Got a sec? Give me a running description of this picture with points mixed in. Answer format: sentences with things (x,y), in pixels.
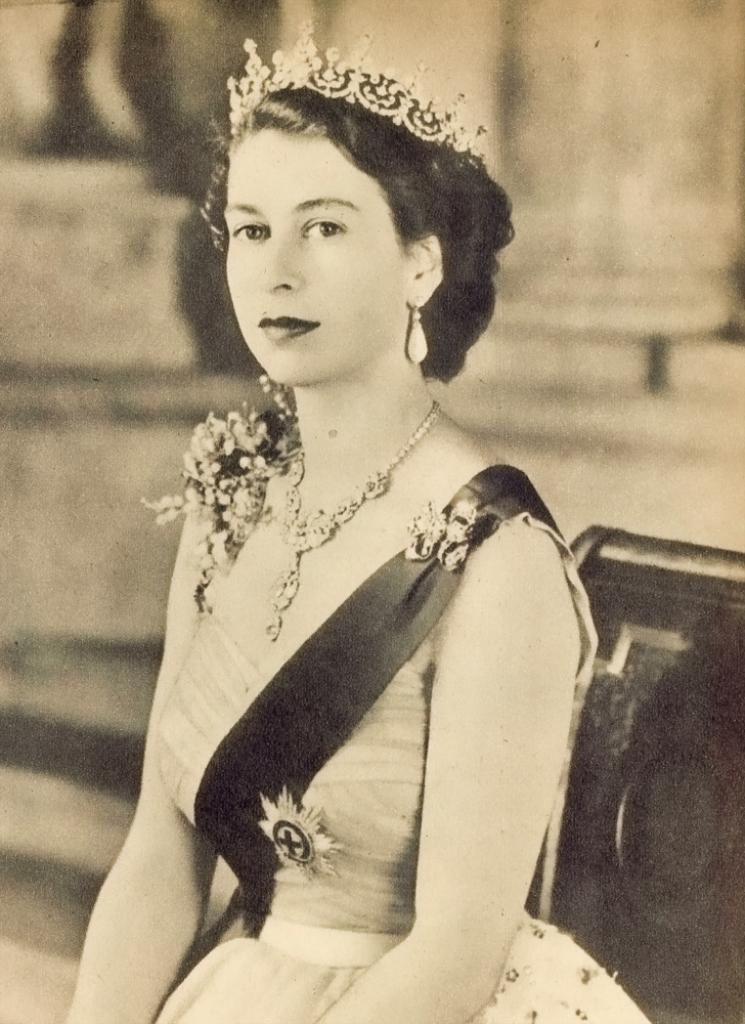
This is a black and white image. In this image, we can see there is a woman (204,431) in a dress (226,657), not smiling. Behind her, there is an object (638,687). And the background (666,22) is blurred.
